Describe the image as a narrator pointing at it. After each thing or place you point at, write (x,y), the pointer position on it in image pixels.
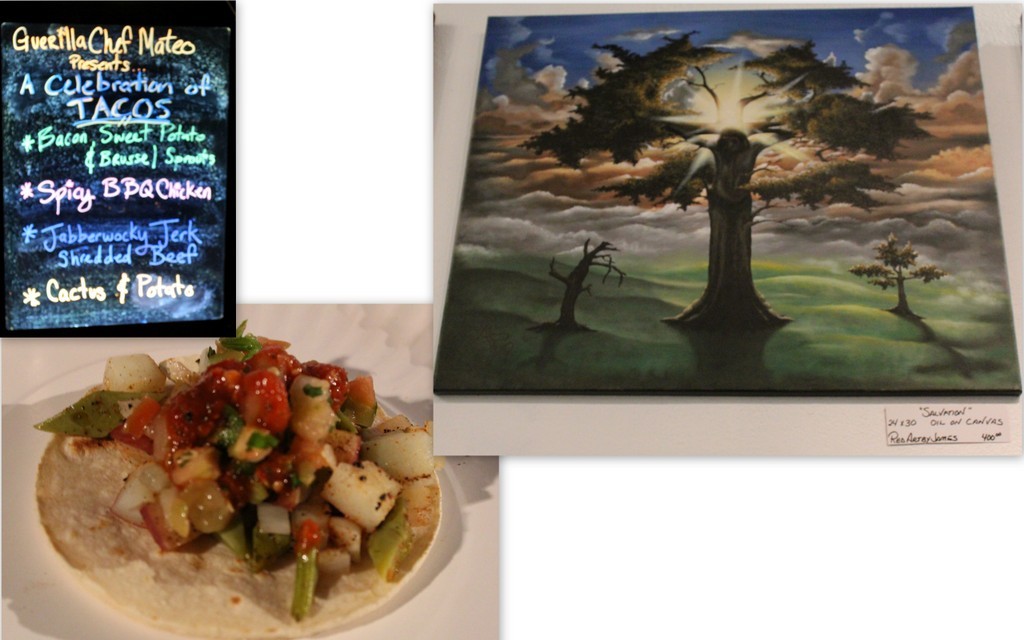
I can see this is an edited image. There is food item (222,500) on a plate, there is a board (128,146) with text (172,240), also there are trees (818,202) and sky (547,241).
